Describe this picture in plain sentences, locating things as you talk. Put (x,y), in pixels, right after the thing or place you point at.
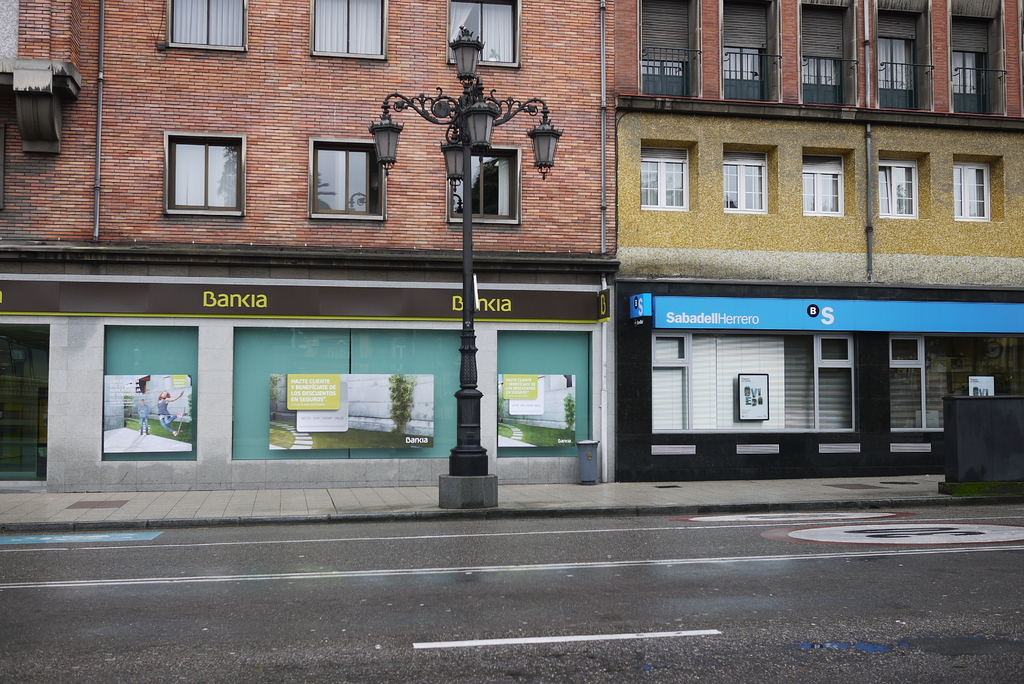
In this image we can see buildings (359,130), windows (806,155), pipelines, stores (424,403), street poles (466,163), street lights (443,105) and road (286,615).
